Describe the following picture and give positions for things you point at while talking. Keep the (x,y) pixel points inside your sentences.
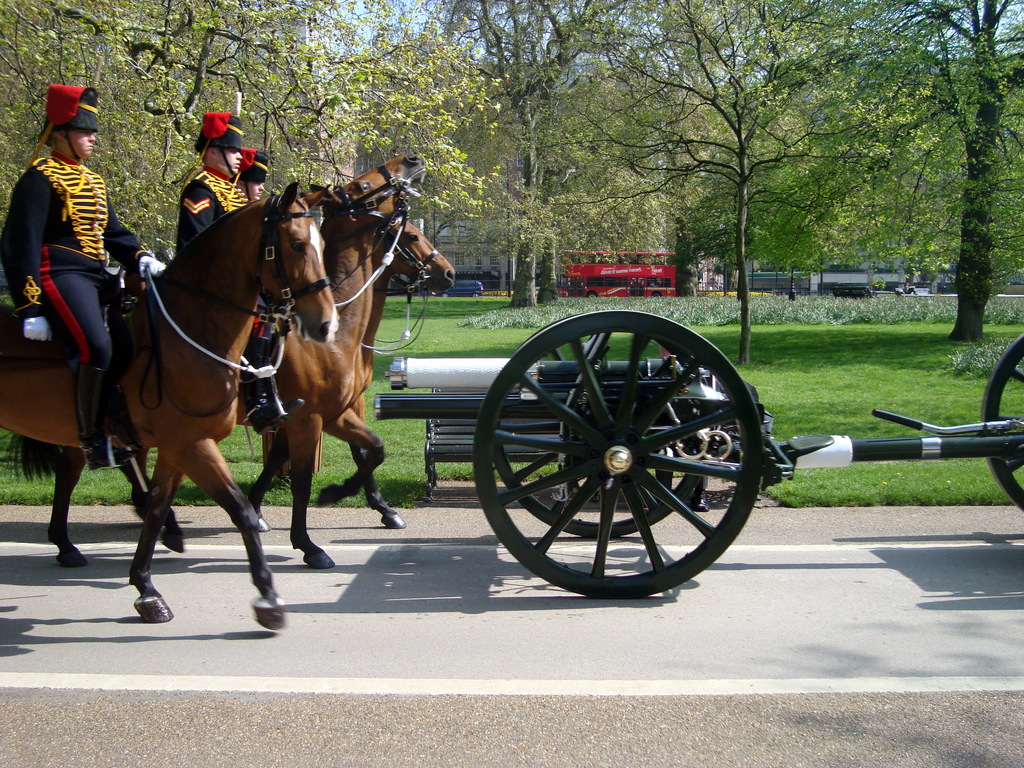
In this image we can see cart (534,464) on the road (689,611). Also there are people (86,367) riding horses (252,295). In the back (432,423) there is a bench (446,445). On the ground (526,327) there is grass (809,356). Also there are trees (458,147). In the background (464,282) there are vehicles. And there is sky (409,6).
